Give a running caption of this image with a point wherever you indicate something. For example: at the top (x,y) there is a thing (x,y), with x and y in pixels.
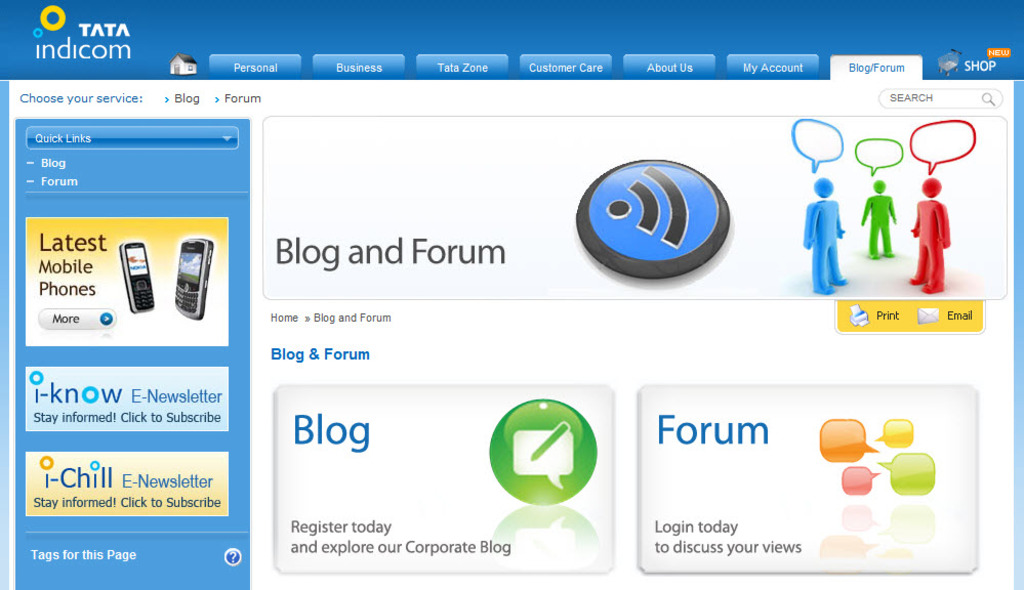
In this picture we can see web page (914,414), on this page (982,254) we can see symbols (808,231) of persons (816,249), image (108,280) of mobiles (150,305) and some information (305,243).
